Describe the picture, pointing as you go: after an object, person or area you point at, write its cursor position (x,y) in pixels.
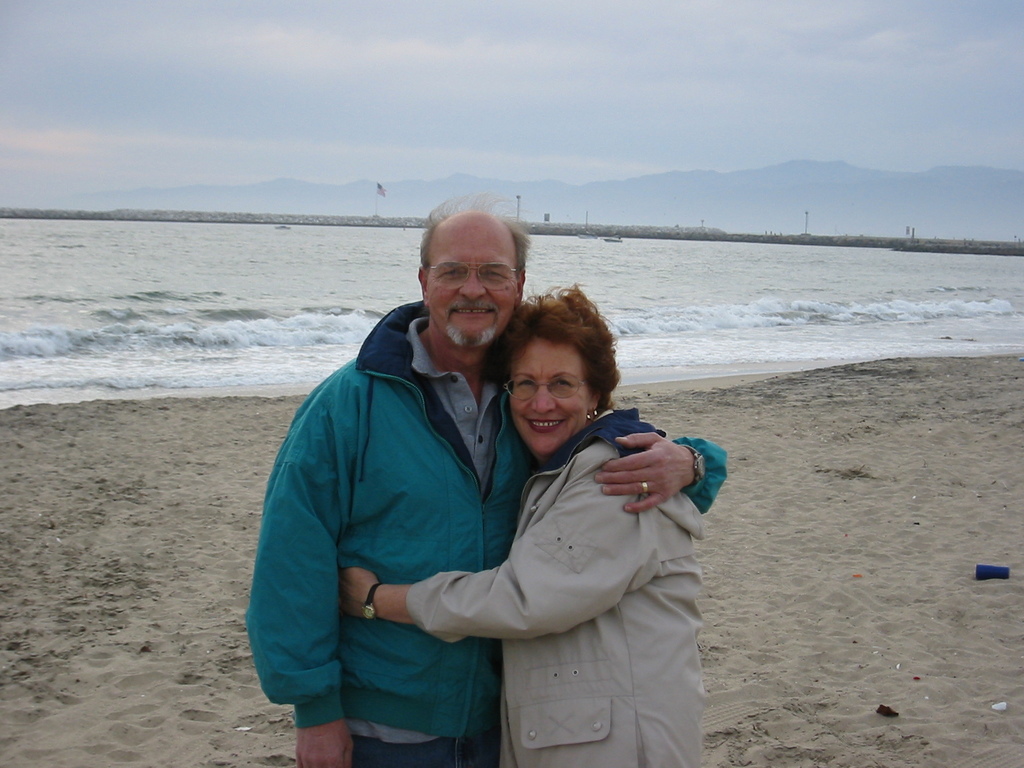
In this picture I can see a man (487,457) and a woman (616,520) standing and I can see water (90,267), a flag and I can see hill (655,194) and a blue cloudy sky (500,101) in the back (151,75).
